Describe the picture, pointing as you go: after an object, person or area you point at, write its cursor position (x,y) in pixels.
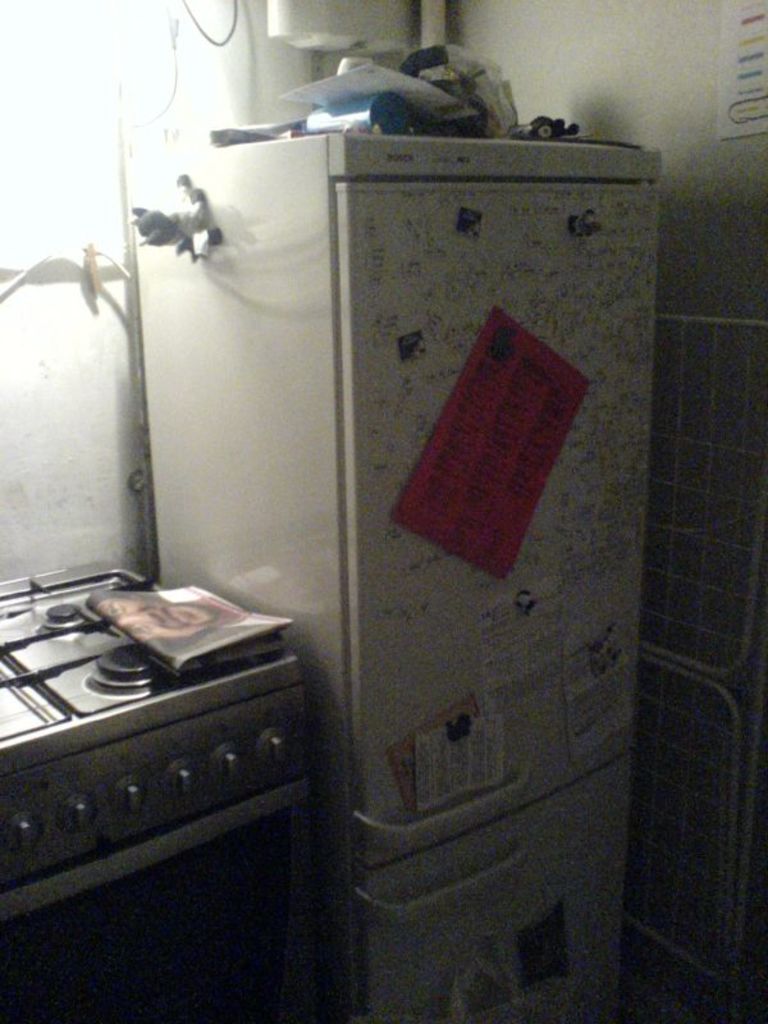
We can see paper (148,595) on the stove (220,731), beside this stove (235,712) we can see posters (552,420) on refrigerator (441,348), above the refrigerator (313,353) we can see objects (370,112) and we can see wall (548,49).
